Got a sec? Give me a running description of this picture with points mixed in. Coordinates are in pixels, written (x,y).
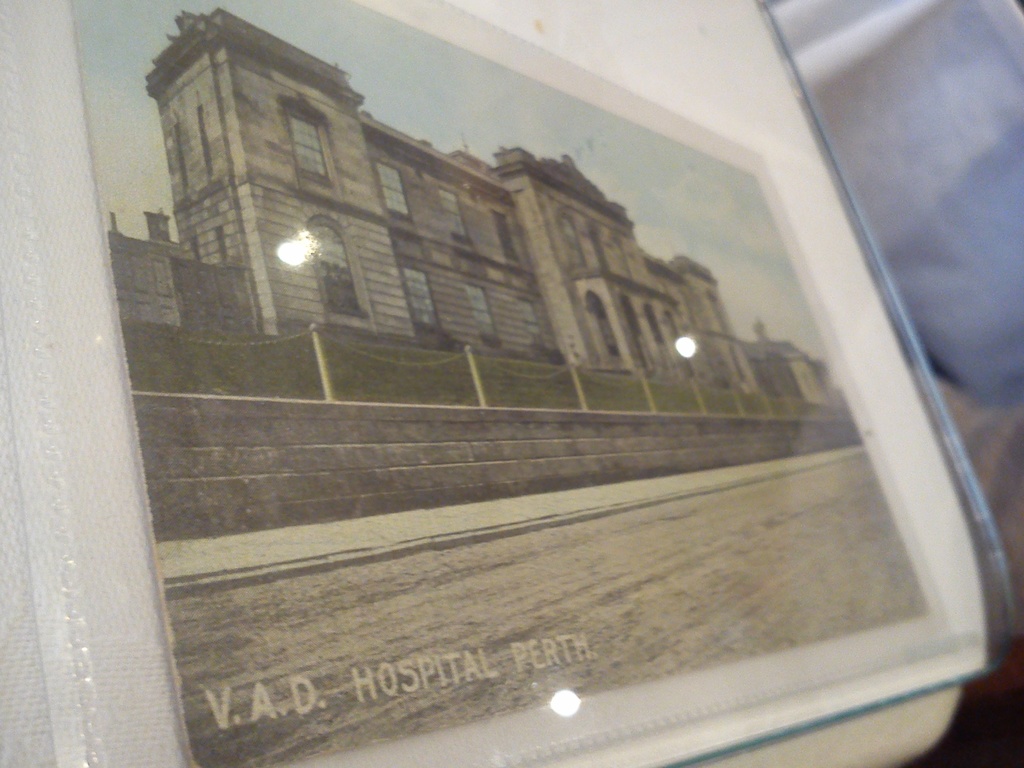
This image is consists of a poster (225,151) of hospital (658,266) in the image.
